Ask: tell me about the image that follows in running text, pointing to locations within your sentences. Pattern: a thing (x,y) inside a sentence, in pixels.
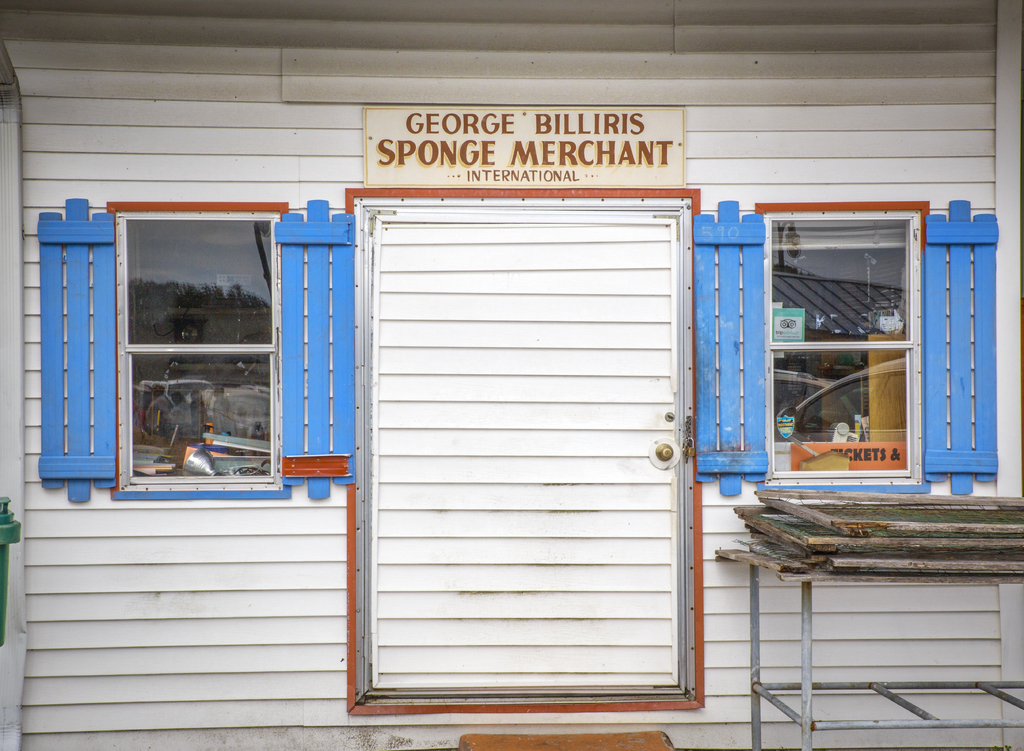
In this image it is looking like a shop (290,341). I can see a door (476,449) and two windows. I can see few wooden frames (924,537). At the top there is some text (462,141).
